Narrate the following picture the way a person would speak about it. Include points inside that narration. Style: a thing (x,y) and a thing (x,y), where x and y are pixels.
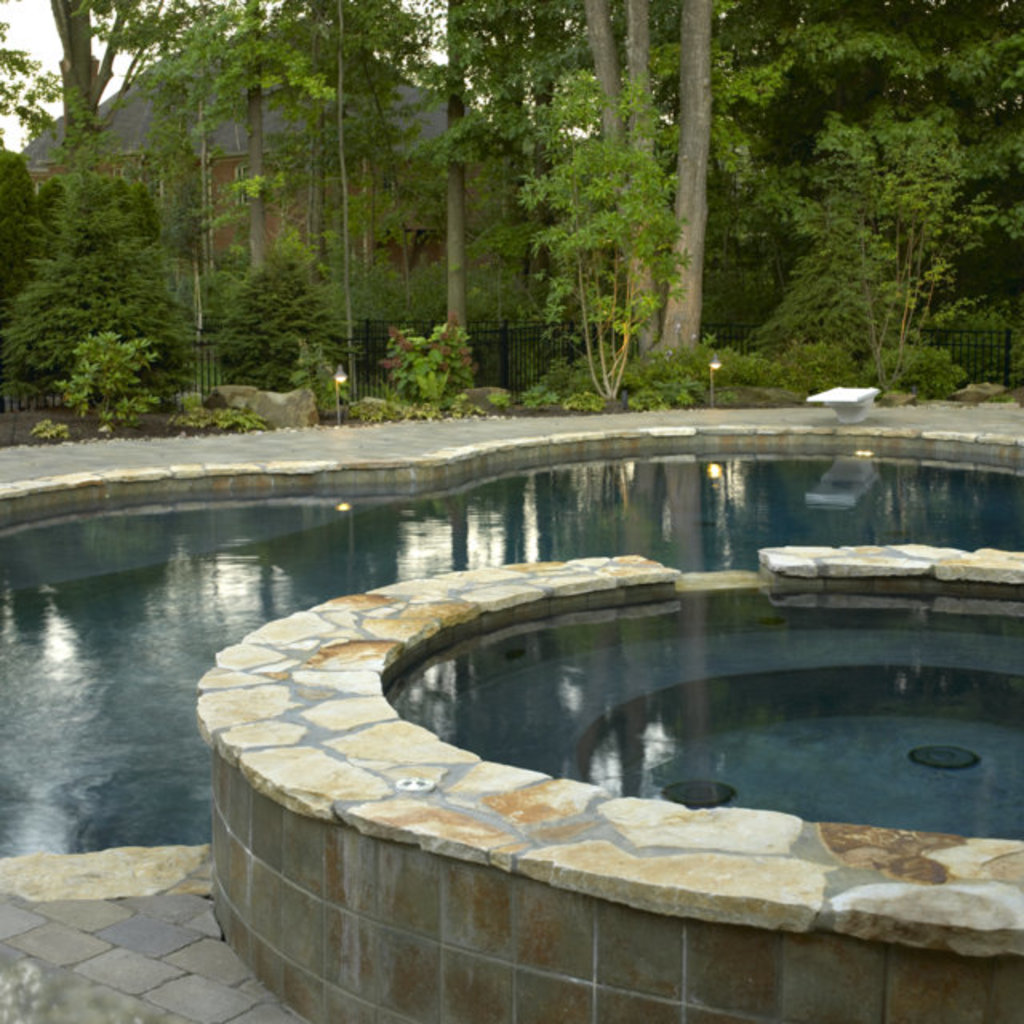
In this picture, we see the water (501,669) and this water (346,553) might be in the pool (560,548). In front of the picture, we see the wall (321,920) which is made up of stones (363,972). There are trees (318,306), railing (359,351) and a house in the background (591,358). We even see the light pole (341,388).
